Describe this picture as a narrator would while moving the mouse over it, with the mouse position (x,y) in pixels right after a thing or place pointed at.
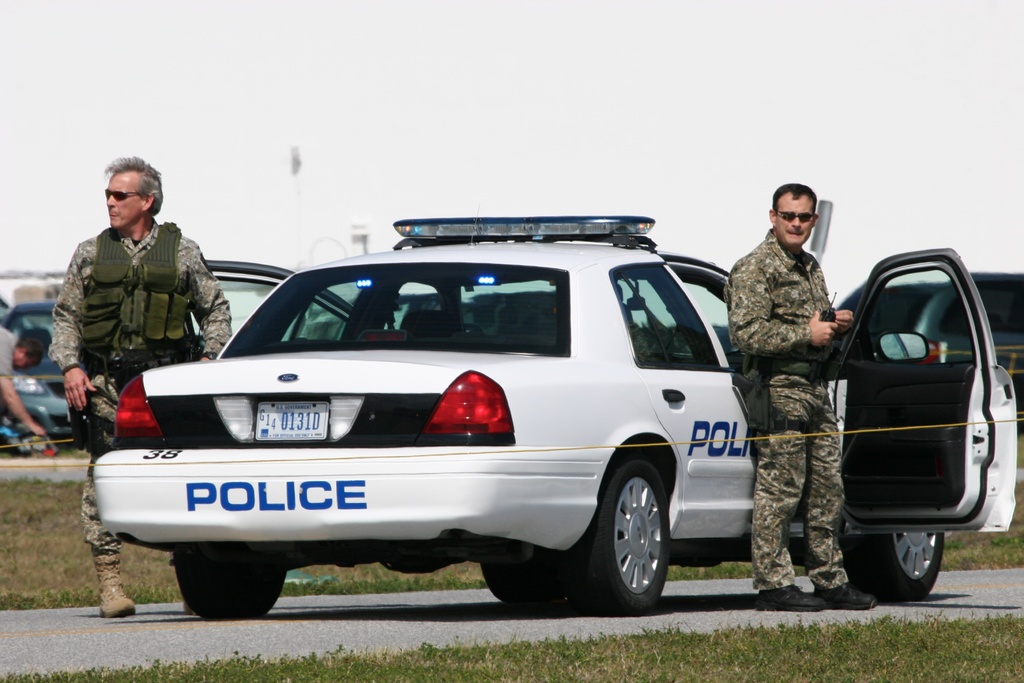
In this image we can see cars (654,410) and three persons (767,504). Here we can see grass (604,644). In the background (572,132) there is sky (562,122).
